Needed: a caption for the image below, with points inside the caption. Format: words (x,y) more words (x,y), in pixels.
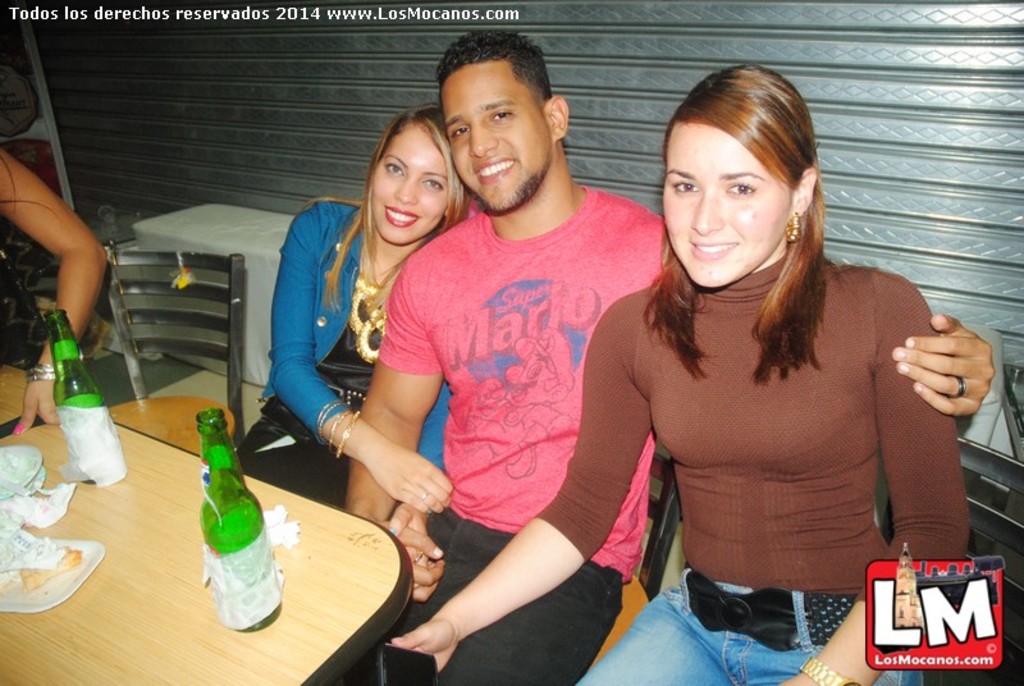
In this picture we can see man (561,151) in middle (478,292) and two women (375,254) sitting beside to him and in front of them there is table (174,482) and on table (196,643) we can see bottles (230,497), plate (65,547), paper (32,520), some food (76,555) on it and in background (304,99) we can see shutter (210,121).
